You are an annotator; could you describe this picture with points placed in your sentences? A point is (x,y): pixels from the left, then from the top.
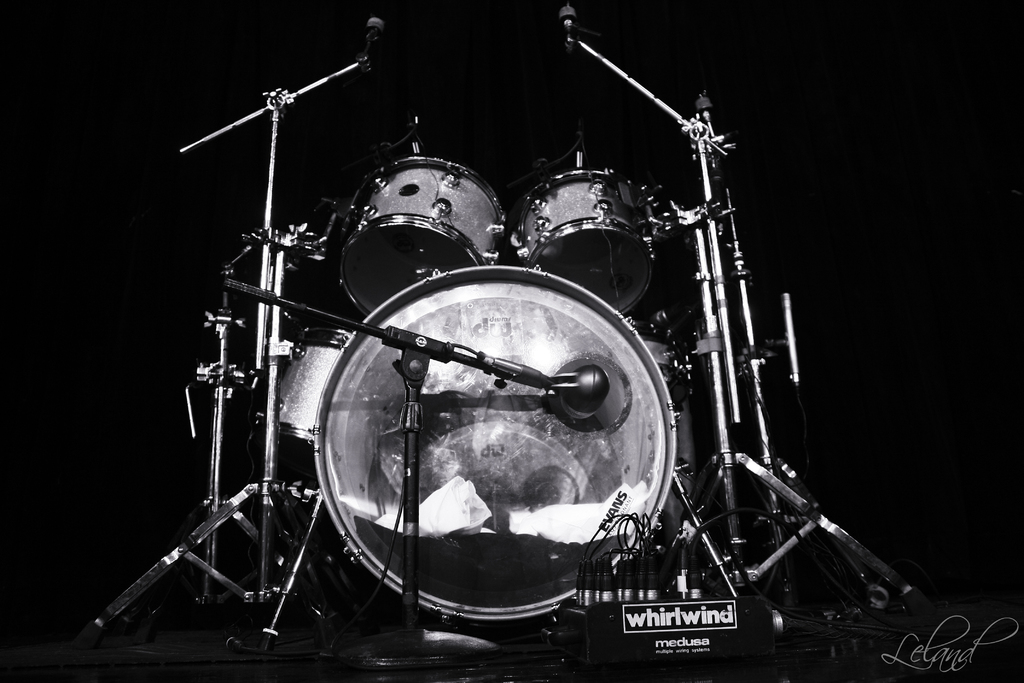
In this image we can see the microphones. And we can see the drums (544,322) and some other musical instruments (732,478). And we can see the black colored background (758,75).
